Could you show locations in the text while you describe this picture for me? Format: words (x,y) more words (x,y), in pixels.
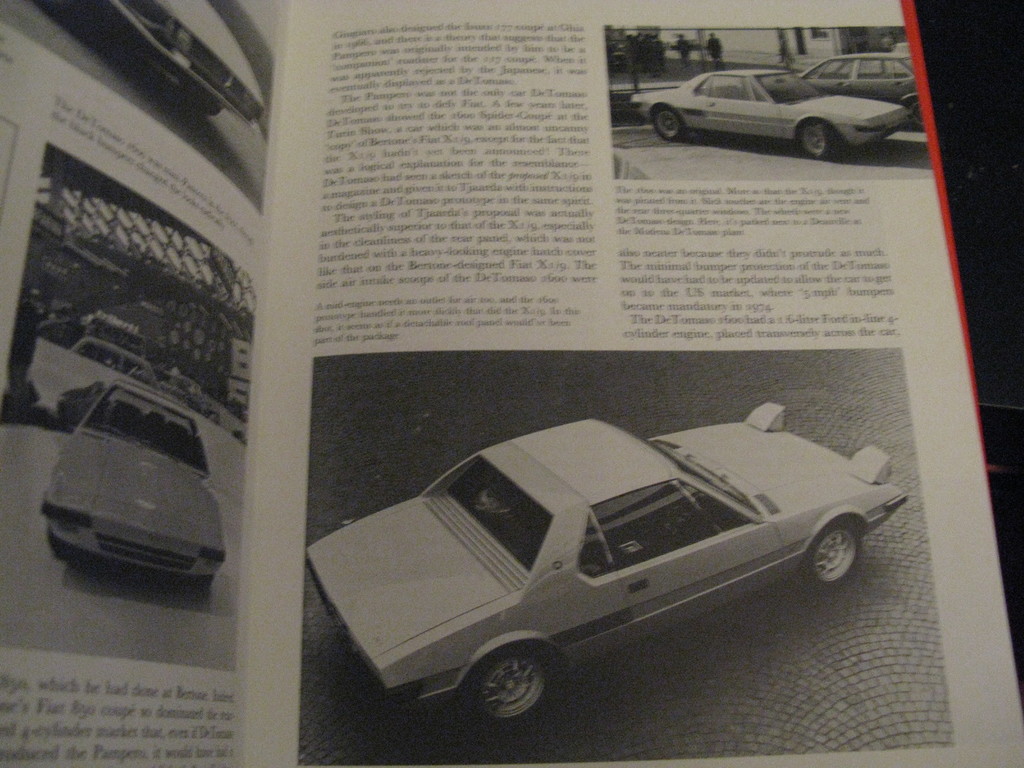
In a book (518,165) matter (872,295) is present and there are black and white images (489,461) of cars (728,131).
